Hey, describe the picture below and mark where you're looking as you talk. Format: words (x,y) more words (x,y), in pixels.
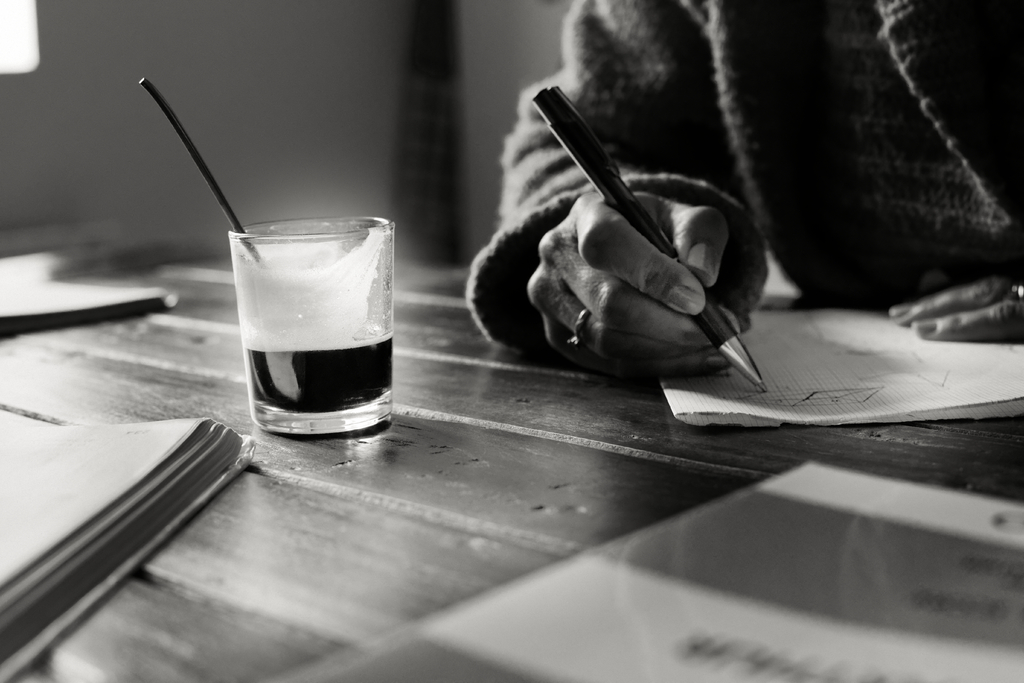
In this picture it is a table (412,287) and that is a glass (370,257) on the table (412,313) and few papers (149,462), there is a hand (722,240) holding a pen (729,331) and drawing something on the paper (975,381), it looks like a man (972,170) he is wearing a sweater (752,82), in the background (219,20) there is a wall (203,25).
